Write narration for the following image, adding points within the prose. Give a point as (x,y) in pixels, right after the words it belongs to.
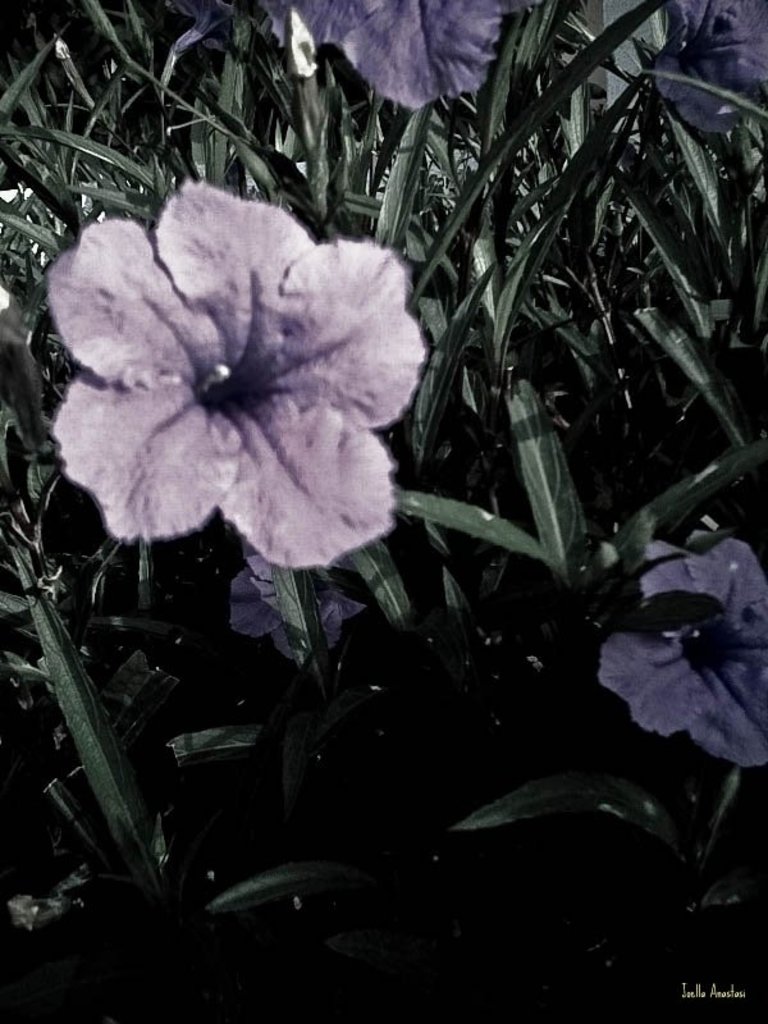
In this picture I can see there are few plants (14,204) and there is a purple flower (348,348), leaves (400,616).
